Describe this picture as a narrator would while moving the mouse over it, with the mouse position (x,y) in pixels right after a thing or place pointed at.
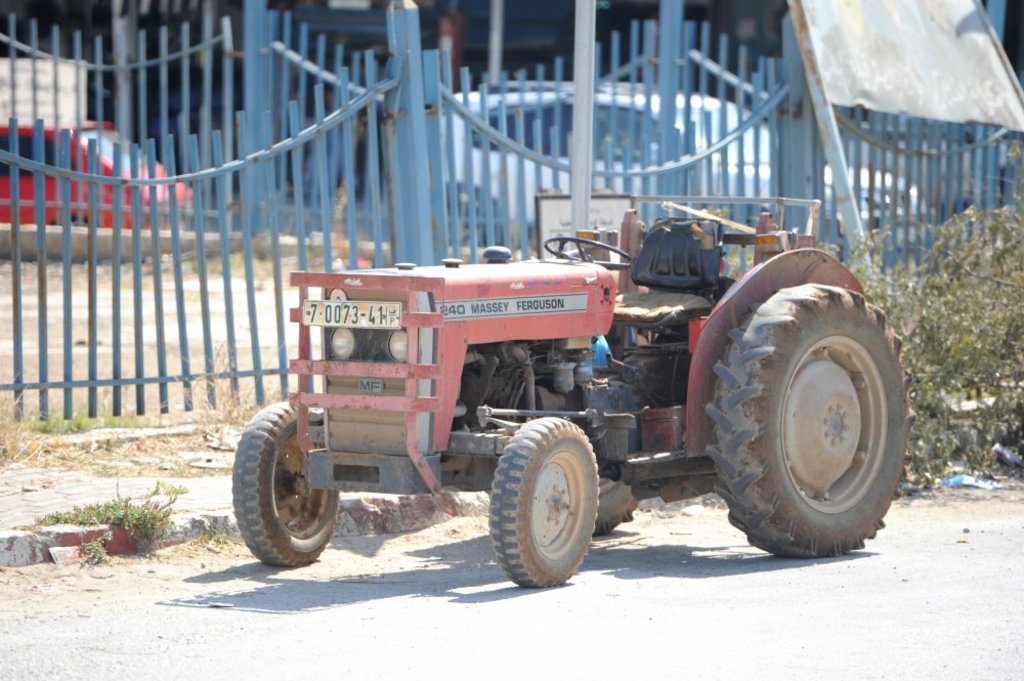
In this image I can see vehicle (489,270) on the road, back I can see railing (234,168), few vehicles (687,115). I can also see plants (909,352) in green color.
